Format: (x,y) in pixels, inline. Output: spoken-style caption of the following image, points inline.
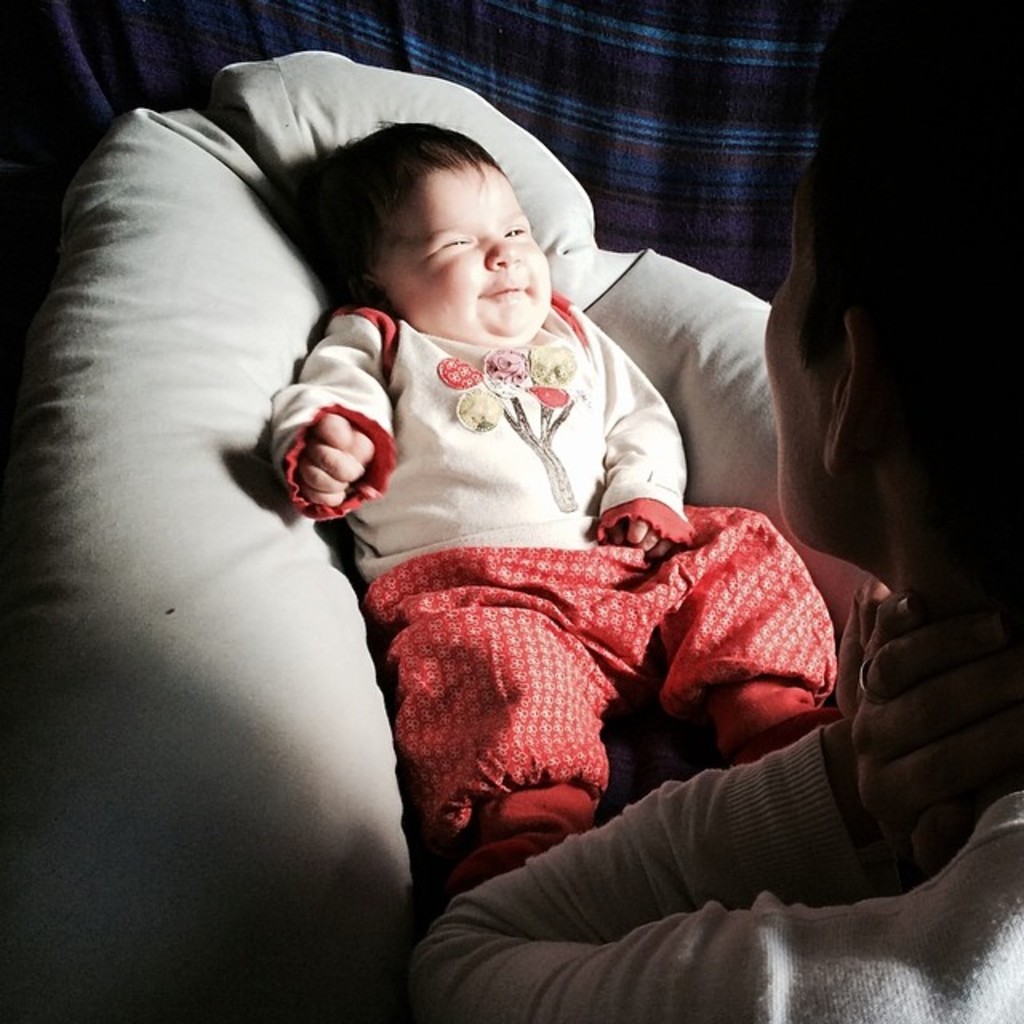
In the picture we can see a man (932,690) looking at a baby (543,617) on the bed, in the background (610,59) we can see a cloth (644,46).
